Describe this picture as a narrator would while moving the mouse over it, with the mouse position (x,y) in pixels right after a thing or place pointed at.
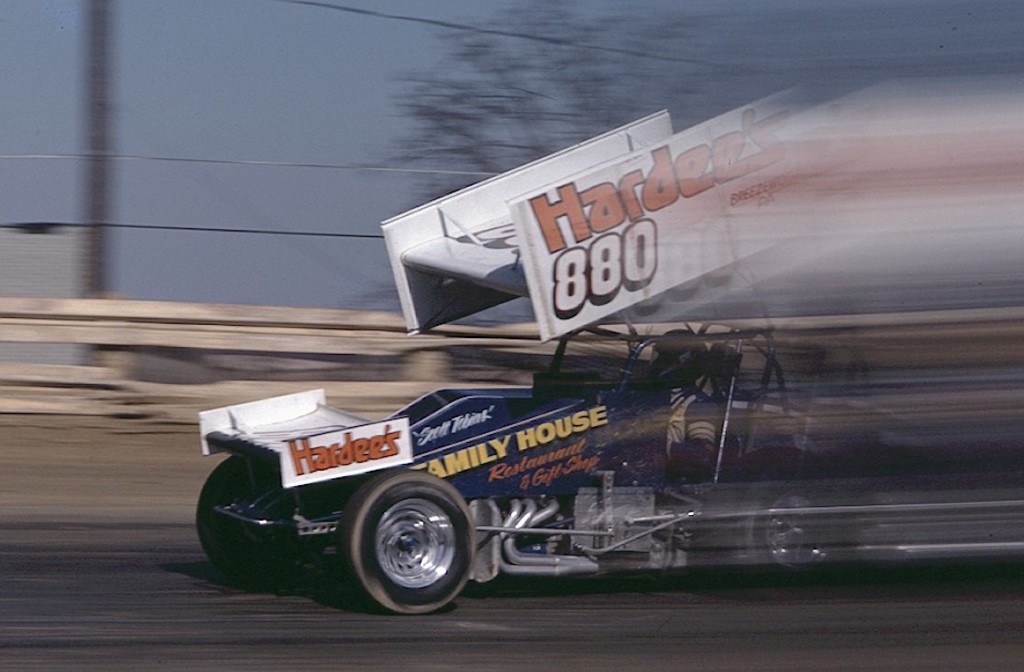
In this image in the foreground (554,447) there is one vehicle (651,412) and one person (707,434) is sitting on a vehicle (714,478) and driving, in the background (132,389) there are some trees (609,88) fence (206,342) and pole (100,251) and some wires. At the bottom (310,628) there is a road (863,631).
